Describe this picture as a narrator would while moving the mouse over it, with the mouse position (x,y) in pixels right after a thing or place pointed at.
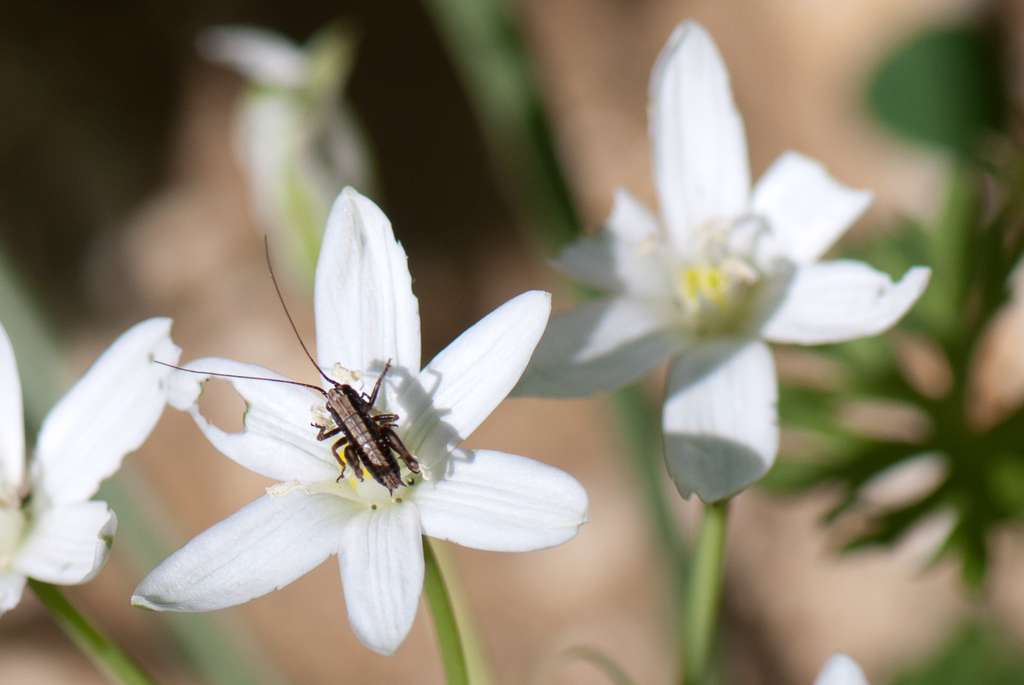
In this picture we can see an insect (358,419) in the middle of the image (383,384) on the flower (298,451), and we can find few plants (775,430).
